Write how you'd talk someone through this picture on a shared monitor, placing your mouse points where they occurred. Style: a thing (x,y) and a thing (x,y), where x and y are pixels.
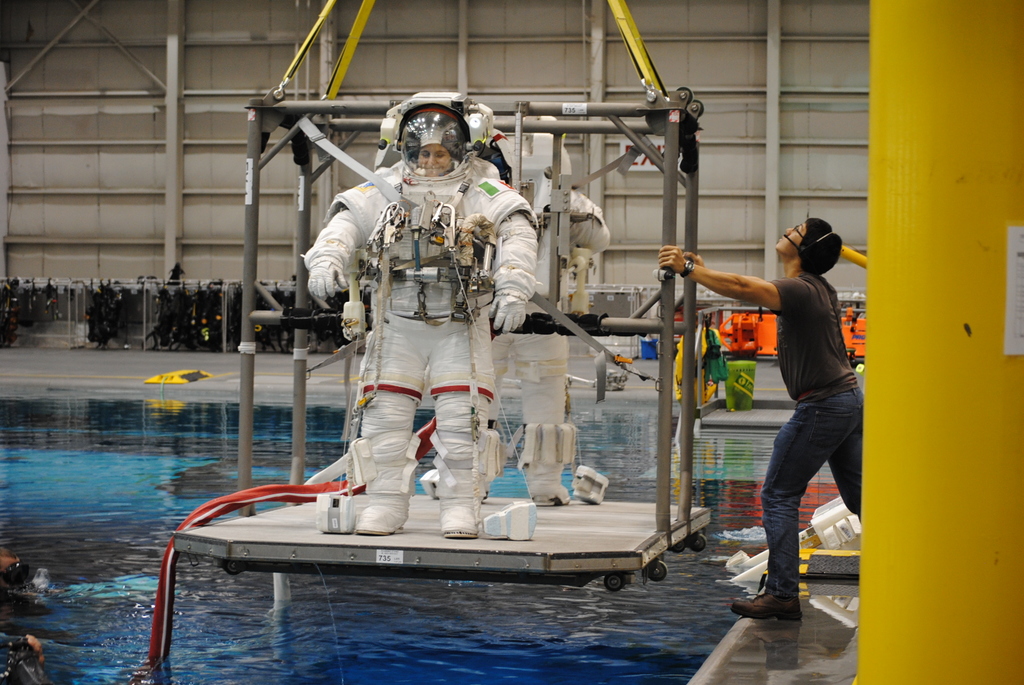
In this image, we can see a few people (402,282). Among them, some people (400,257) are wearing costumes (533,377) and standing on an object (384,538). We can see some water (82,577) with some objects (166,641). We can see the ground (776,663) with some objects (840,575). We can also see a yellow colored object (910,249) on the right (891,394). We can see the metal wall (52,236). We can see some metal objects (331,129).
